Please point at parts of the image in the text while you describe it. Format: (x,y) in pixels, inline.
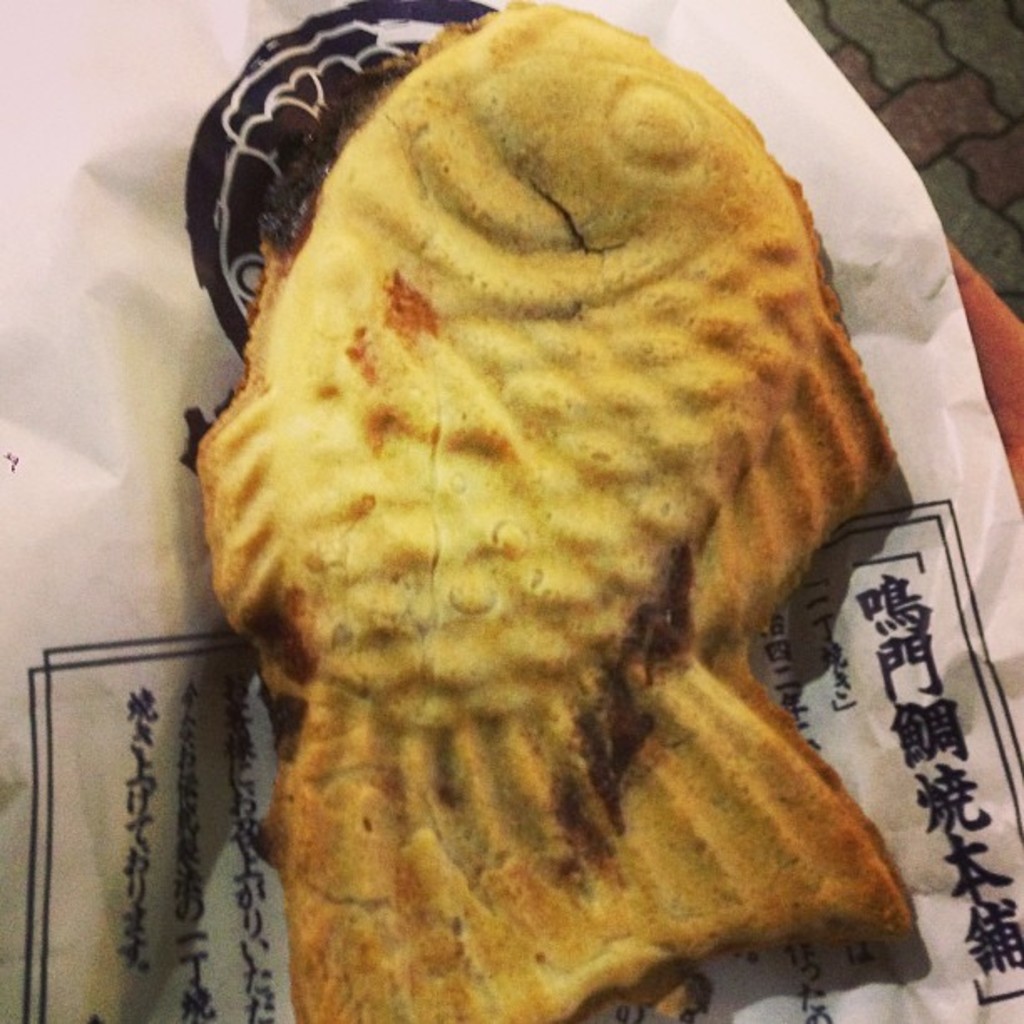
In this image we can see some snacks (592,769) on the paper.
